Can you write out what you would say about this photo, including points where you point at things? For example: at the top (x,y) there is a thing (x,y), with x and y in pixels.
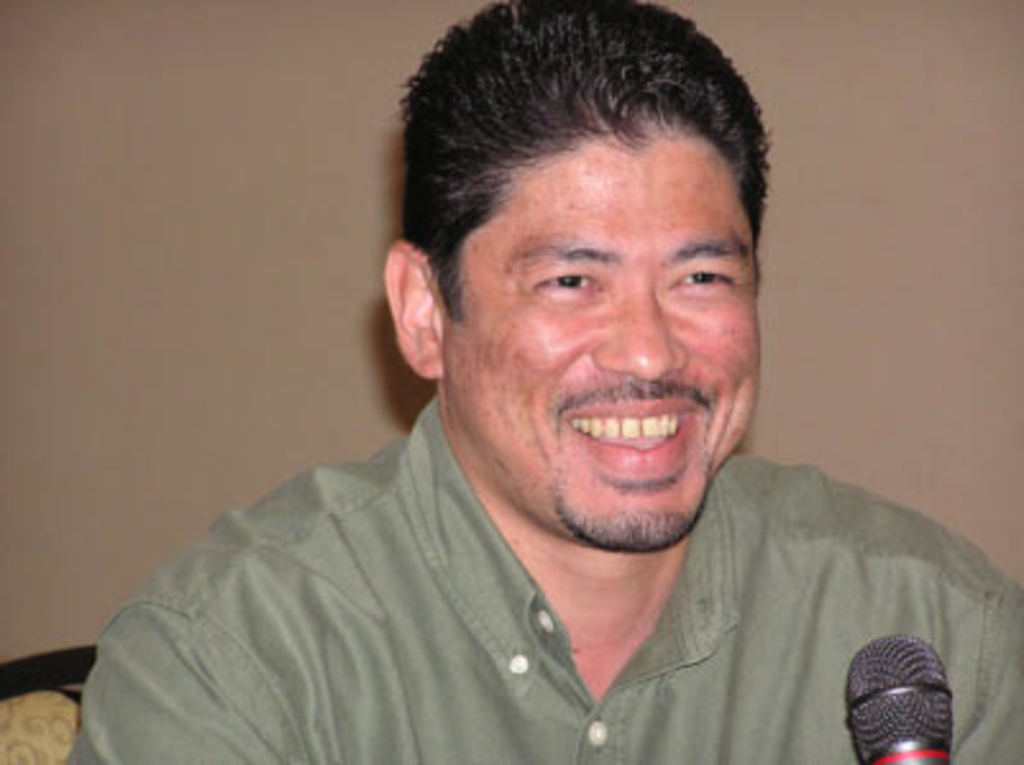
In this image I can see the person (580,477) is smiling and wearing green color dress (443,659). I can see the mic (913,694). Background (248,84) is in brown color.
